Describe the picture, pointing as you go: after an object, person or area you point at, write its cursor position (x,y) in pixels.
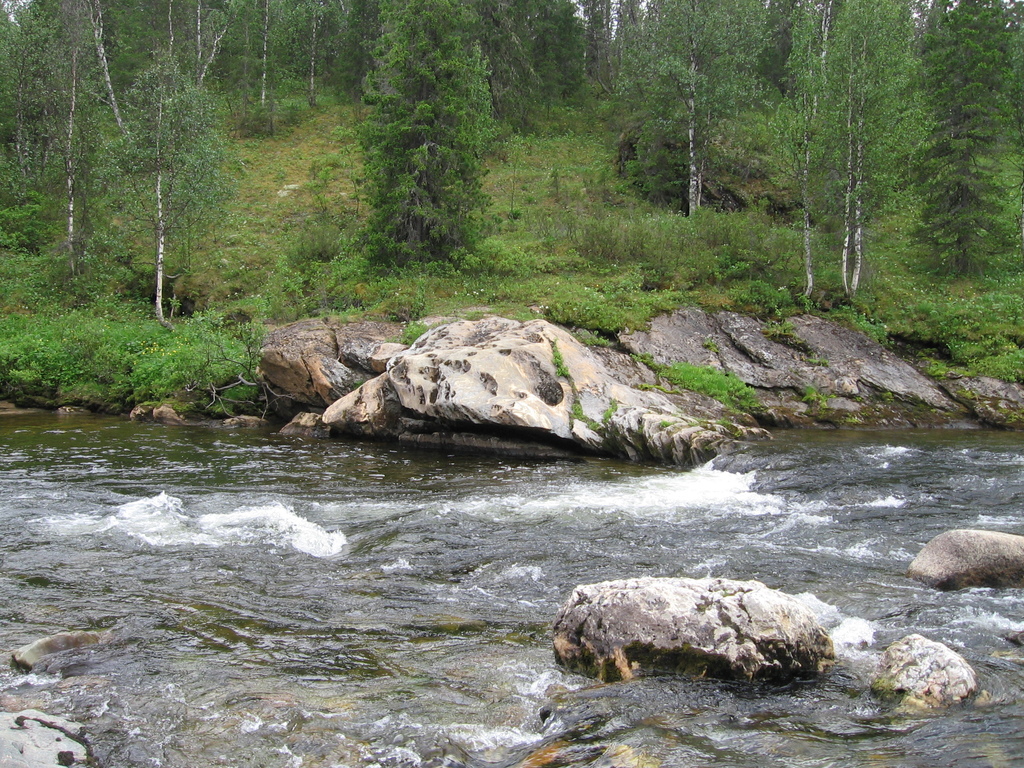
In this picture there is water (371,670) and there are trees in the background (538,117).
